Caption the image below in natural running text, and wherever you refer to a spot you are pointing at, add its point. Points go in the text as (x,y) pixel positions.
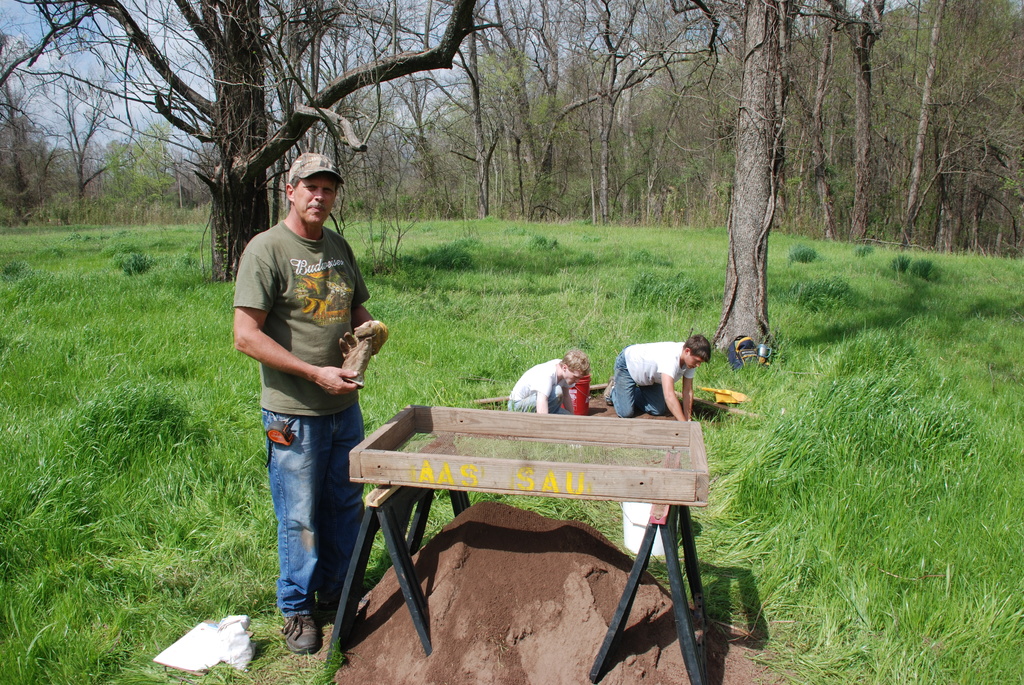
At the top (167,31) we can see sky (138,23) with clouds (115,26). These are bare trees (763,175). Here we can see fresh green grass (897,373). Here we can see two men (563,390) doing work in the grass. here we can see a wooden table (533,489) and there is a sand (508,596) under the table (700,471). We can see one man (329,176) standing near to the table (523,417) wearing a cap (322,154) and he is holding a glove (350,355) in his hands (332,379).
